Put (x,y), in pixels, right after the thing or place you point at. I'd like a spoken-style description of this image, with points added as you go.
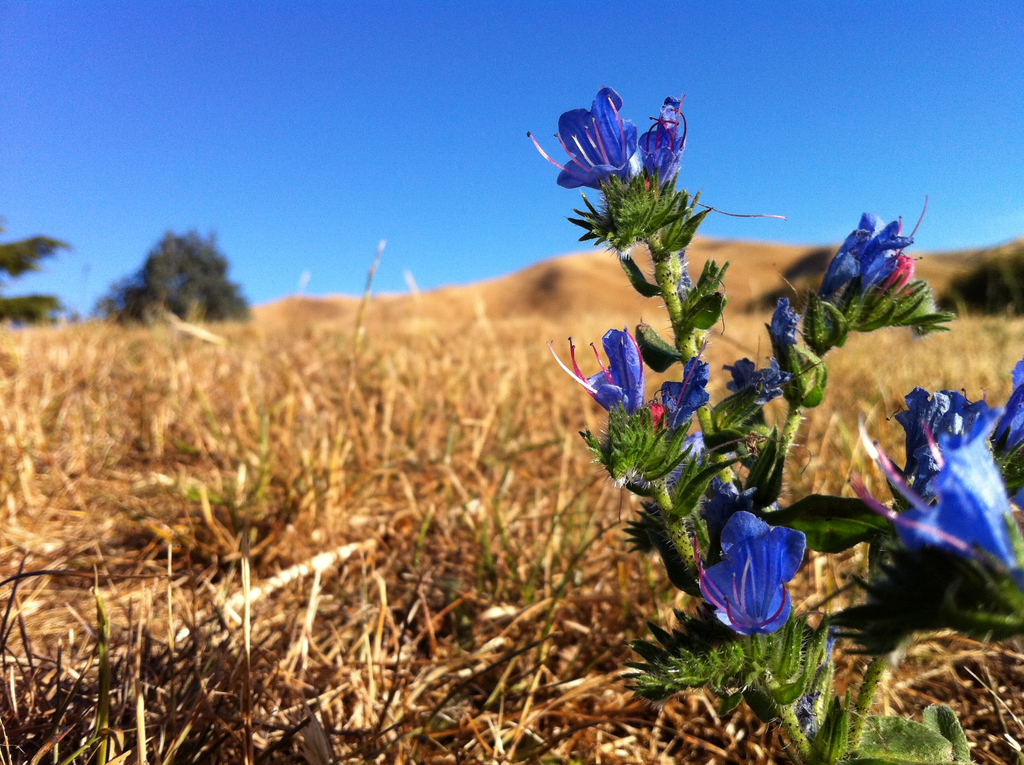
On the right side (686,247) there are blue color flowers (751,497) on a stem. On the ground (385,496) there is grass (274,420). In the background (127,296) there is tree (147,269) and sky (324,122).
